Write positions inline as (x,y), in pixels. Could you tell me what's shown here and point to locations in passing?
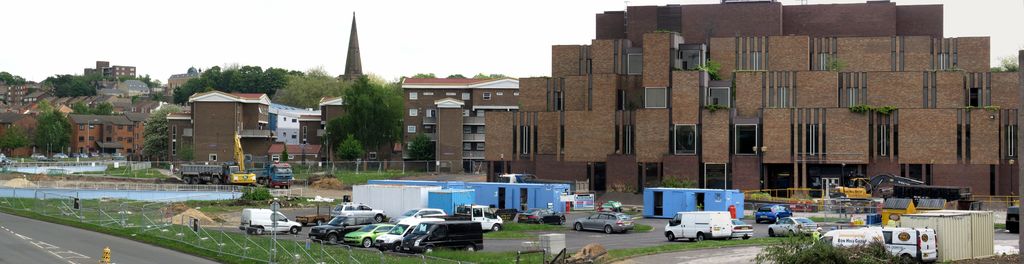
In the foreground of the picture (684,186) we can see vehicles (424,236), grass (784,239), plants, fencing (271,256), road (36,237), containers (461,197) and various objects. In the middle of the picture (511,127) there are buildings (328,109), trees (367,106) and a steeple (355,43). At the top (451,12) it is sky (654,2).
